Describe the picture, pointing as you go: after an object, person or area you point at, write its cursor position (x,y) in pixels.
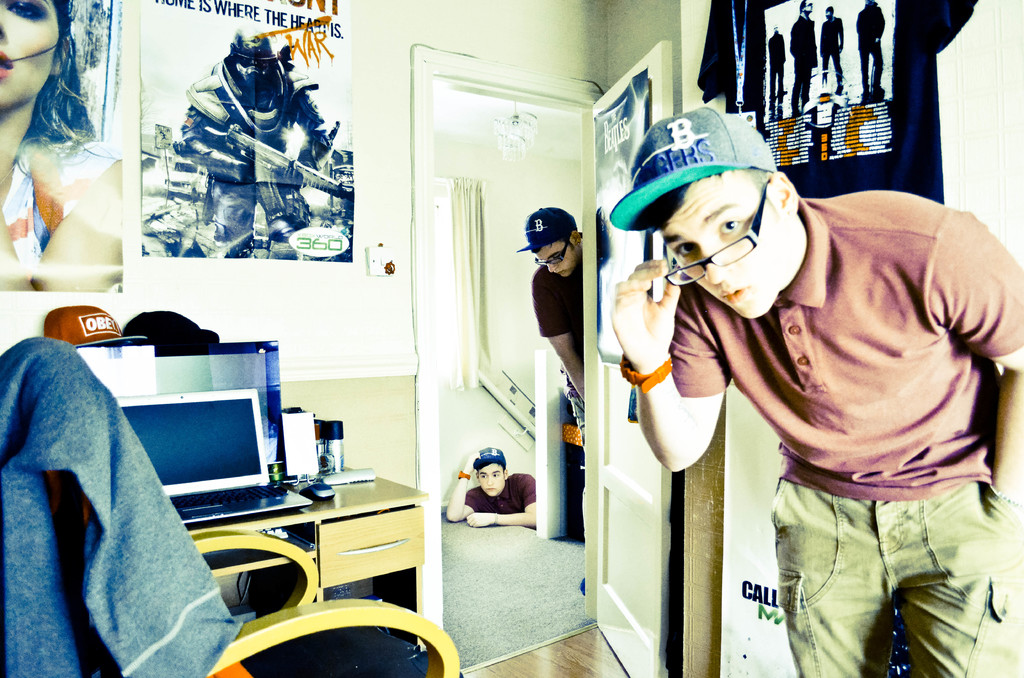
In this picture there is a boy (831,368) wearing a spectacles (693,279) and hat (649,173), standing in the room (290,295). In the left side (315,514) there is a chair (321,644) and a table (355,525) on which a computer (197,466) was placed. There are some posters (206,135) attached to the wall (230,278) here. In the background (551,311) there are two members (468,456). One is in the, on the floor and the other is behind the door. There are curtains (474,278) and a wall (505,176) here.
